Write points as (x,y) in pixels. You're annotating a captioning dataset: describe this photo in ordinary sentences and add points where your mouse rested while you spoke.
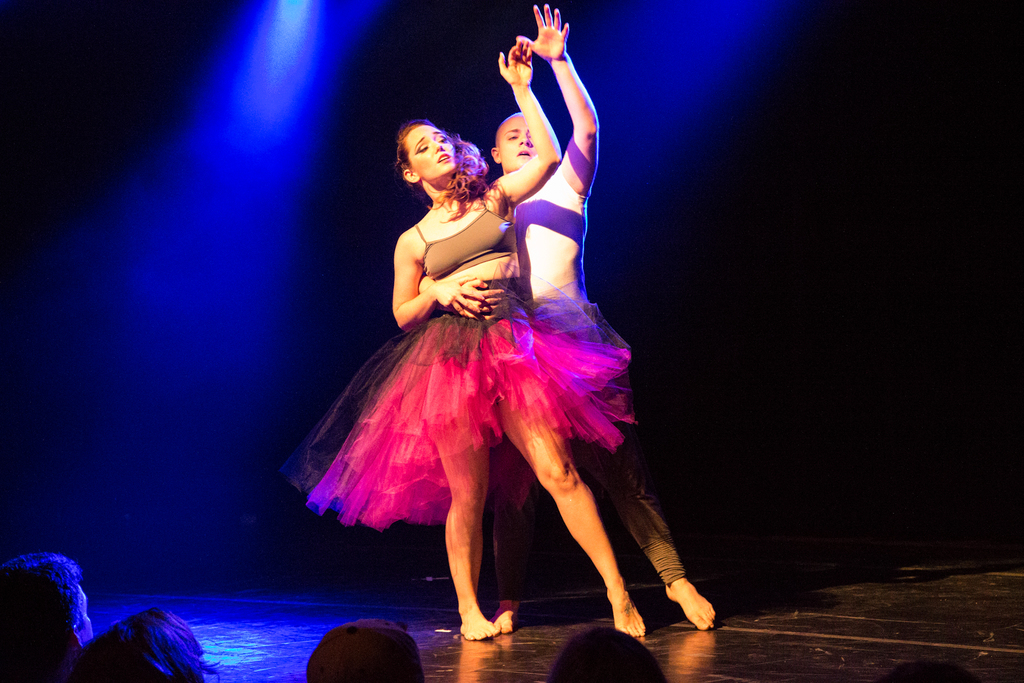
This picture shows a man (515,520) and women (463,445) dancing on the floor (734,674) and we see a man (488,295) holding a woman (440,307) with his hand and we see few people (356,662) watching them.
